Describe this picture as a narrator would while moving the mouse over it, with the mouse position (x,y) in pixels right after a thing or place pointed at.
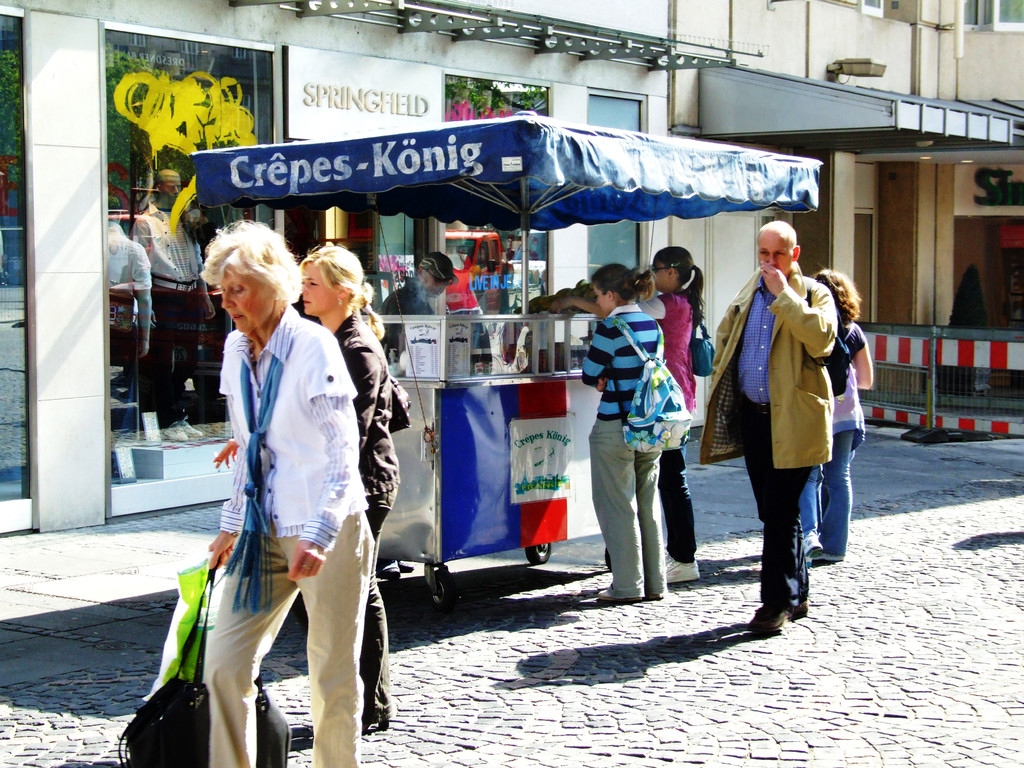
In the foreground of this image (343,612), there is a woman (339,523) walking on the pavement (423,744) holding a cover (187,669) and a bag (266,727). Behind her, there are few people (360,383) walking on the pavement (465,741) and two people (630,399) are standing near a stall (460,174). In the background (489,64), there are walls (926,17) of a building (572,7) and also the mannequins (151,252) inside the glass (185,252) of a building (65,320).
